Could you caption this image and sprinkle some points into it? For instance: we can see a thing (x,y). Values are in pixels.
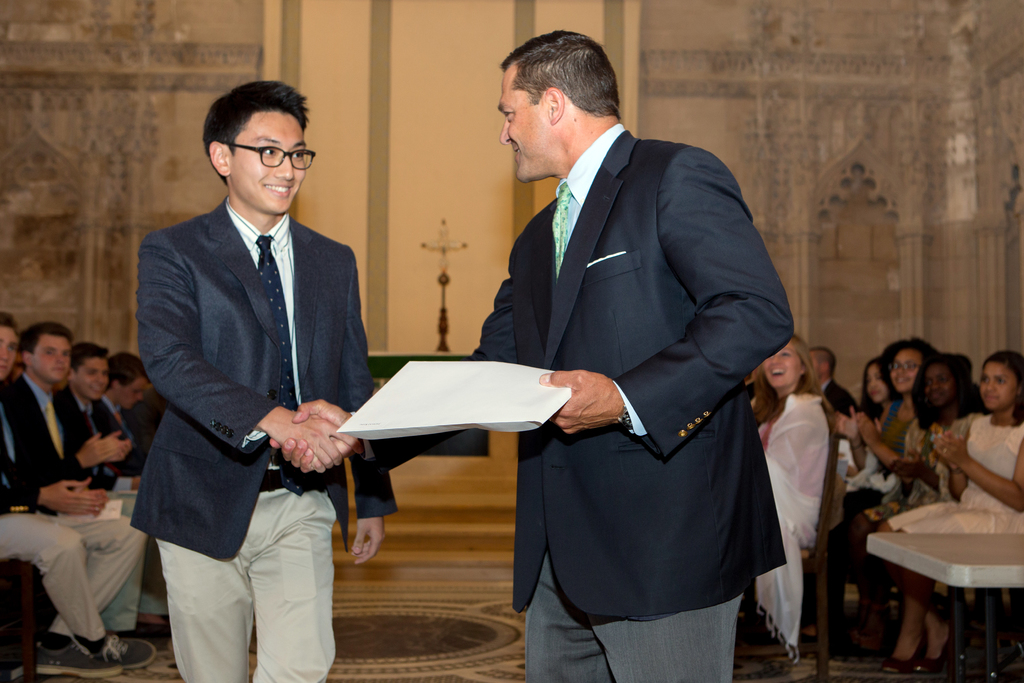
Two guys (288,204) are hand shaking each other. There are many people (74,396) around them. There is a plus sign (441,282) in the background (436,243). One man (606,273) is holding a paper (517,394). There is also a table (907,541) located at the right side of the image (955,551). People (958,397) around them are clapping hands (65,487). There is a good pattern (372,657) on the floor (382,626).
